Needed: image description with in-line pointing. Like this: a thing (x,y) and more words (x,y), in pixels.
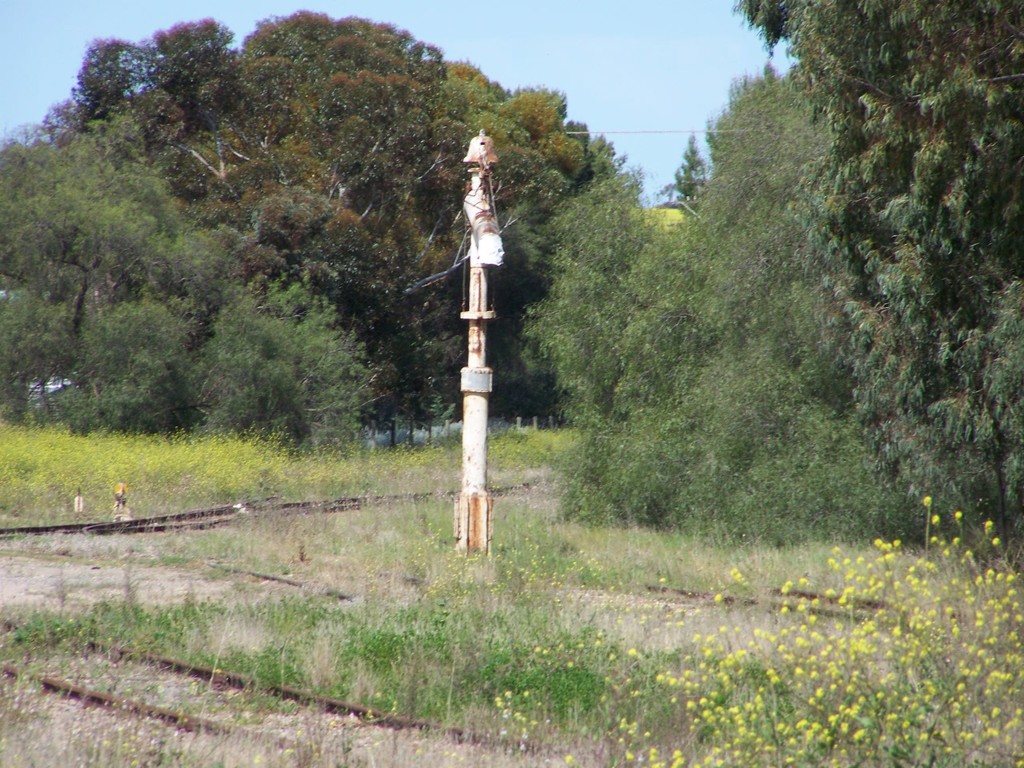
In the picture we can see grass (480,700) and grass plants (398,700) and some plants (915,647) with flowers (690,706) and near to it, we can see a pole (474,170) and in the background (659,430) we can see trees (630,371) and sky (67,12).
